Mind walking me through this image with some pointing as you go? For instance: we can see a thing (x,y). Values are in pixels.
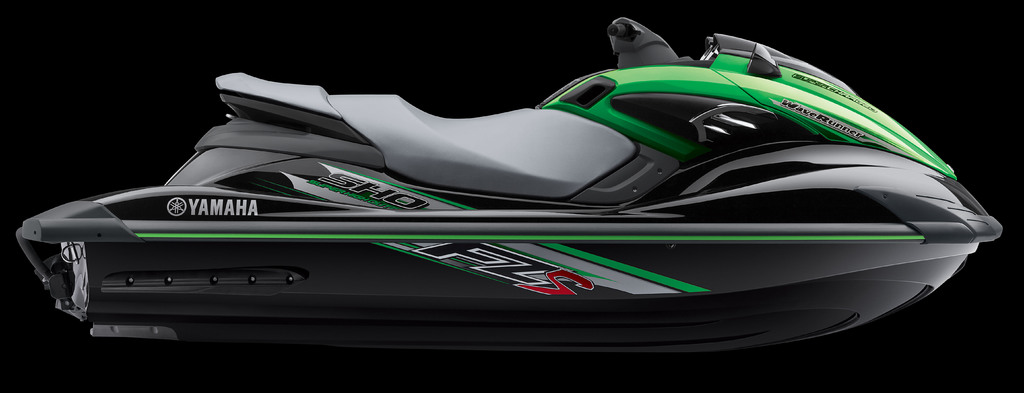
In this image we can see jet ski (582,188).
